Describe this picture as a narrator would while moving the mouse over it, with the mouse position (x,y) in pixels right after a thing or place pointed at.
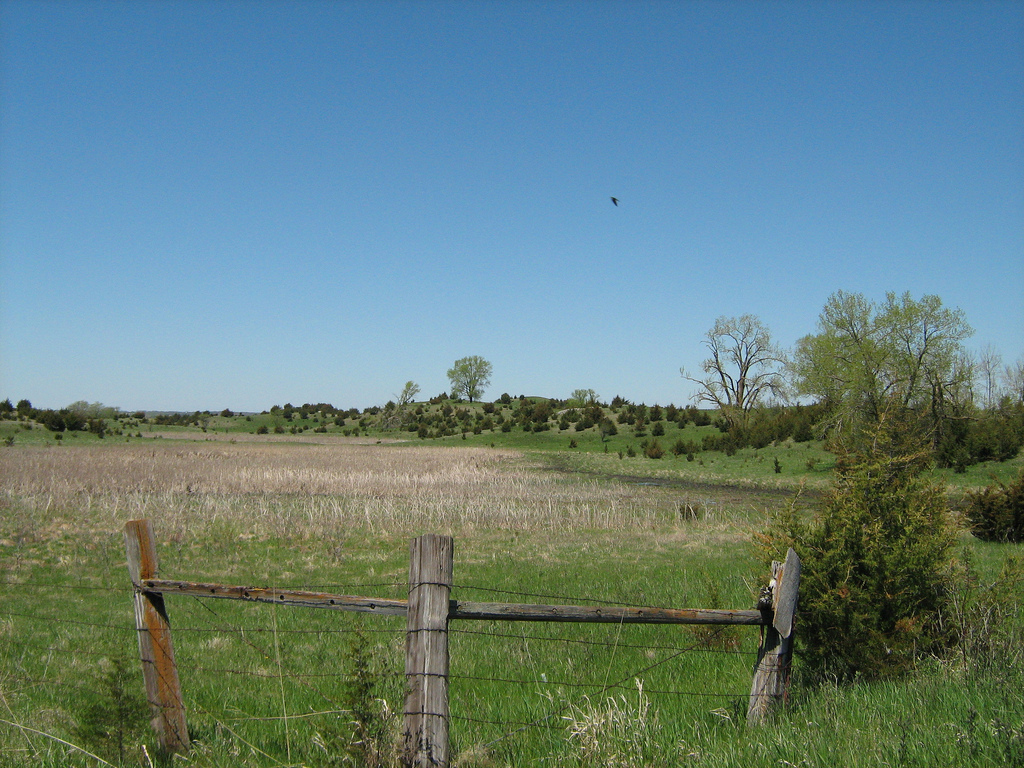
In this picture we can see fencing (422,650) in the front (503,699), at the bottom (679,680) there are some plants (892,621) and grass (392,541), in the background (768,439) there are trees (390,405) and plants (454,398), we can see the sky (516,202) at the top of the picture (518,124).
